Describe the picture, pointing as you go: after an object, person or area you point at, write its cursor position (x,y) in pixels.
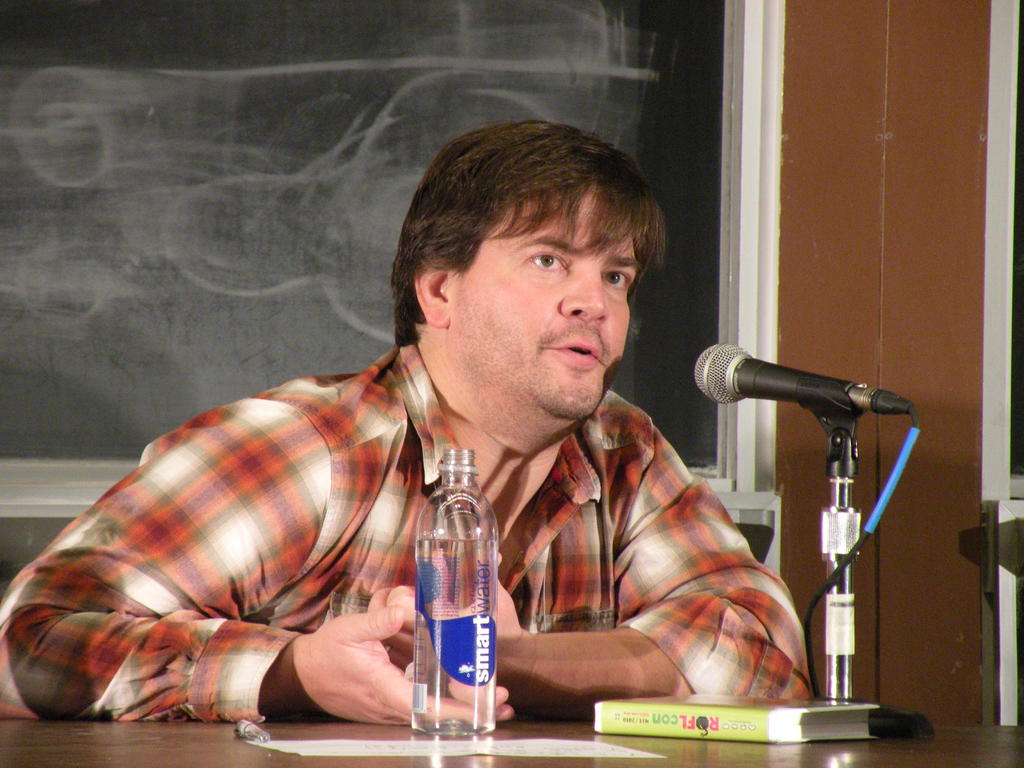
In this image there is a person (394,542) wearing red color shirt (751,651) sitting on the bench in front of him there is a microphone (829,529) book (656,711) and water bottle (485,565) at the background of the image (423,119) there is a black board (543,107).
